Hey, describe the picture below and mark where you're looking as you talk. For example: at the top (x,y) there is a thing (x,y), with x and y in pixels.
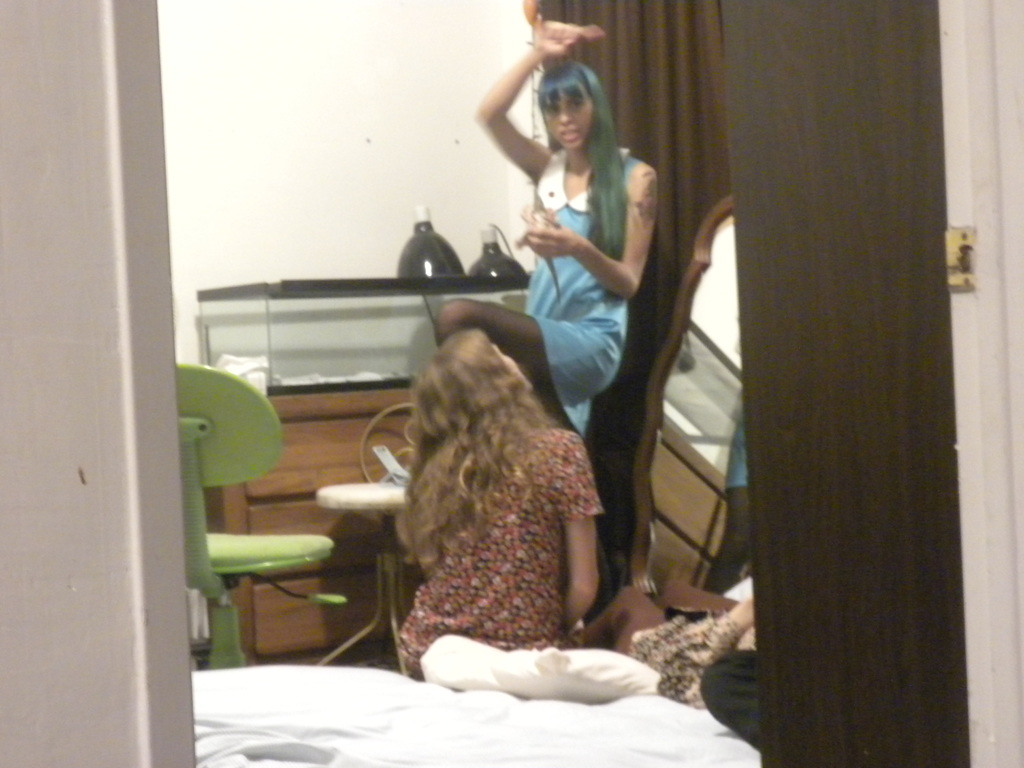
In this image I can see one person (589,154) is standing and an another person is sitting on the bed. I can see the chair (276,437), mirror (690,328), few objects (459,258), curtain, pillow (476,658) and the wall (408,160).
